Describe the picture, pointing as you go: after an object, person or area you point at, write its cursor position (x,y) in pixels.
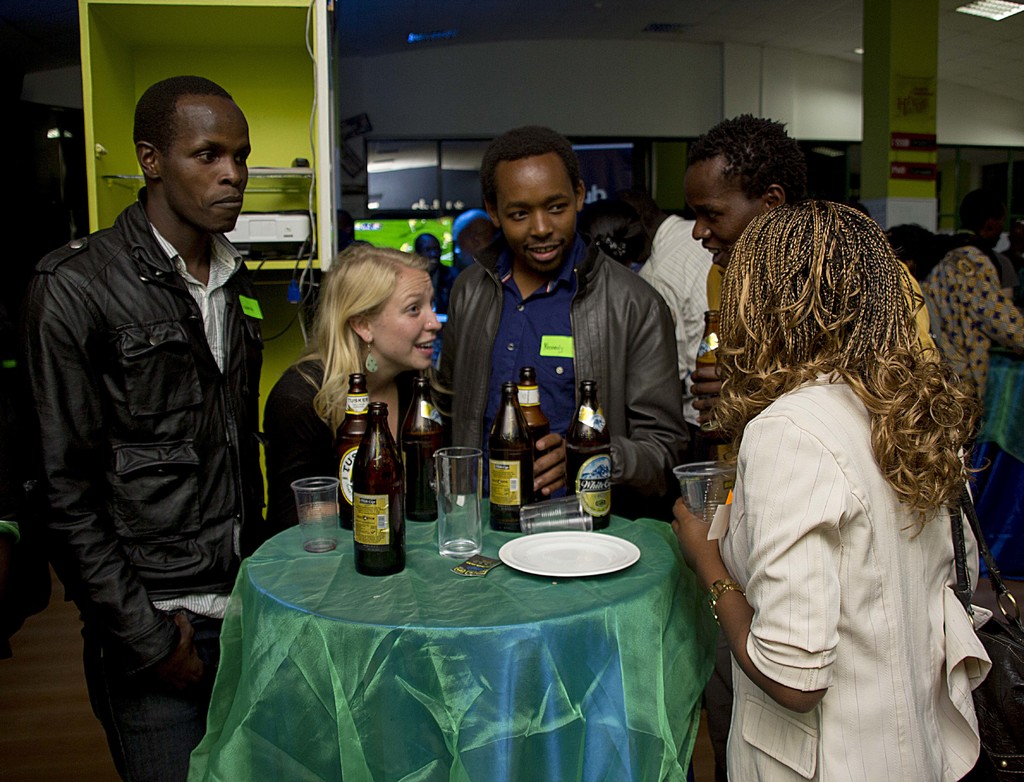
In this image i can see two women (331,345) and three man (532,182) standing, in front (601,449) a man (543,188) there are few bottle (532,471) on the table (540,590), a plate (535,566) and a glass (473,514) on the table (441,569), at the background (402,169) i can see a glass screen (402,169) and a wall (414,103).
